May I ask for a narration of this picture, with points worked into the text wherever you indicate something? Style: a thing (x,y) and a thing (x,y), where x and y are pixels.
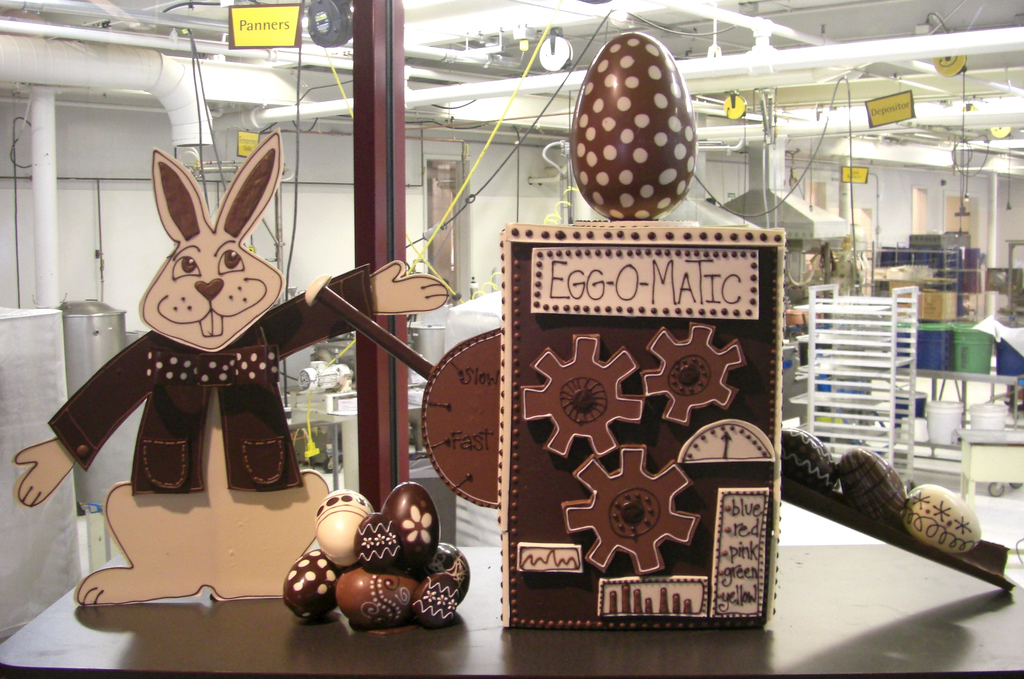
This picture shows the inner view of a building (831,24), some pipes (82,65), some rods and some objects (943,52) attached to the ceiling (900,75). There are some yellow boards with text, some pipes (1023,114), some objects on the stand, some objects (535,593) on the table (989,621), one red pole (404,322) near the table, some eggs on the table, some machines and some objects (1008,439) on the floor (837,533).
